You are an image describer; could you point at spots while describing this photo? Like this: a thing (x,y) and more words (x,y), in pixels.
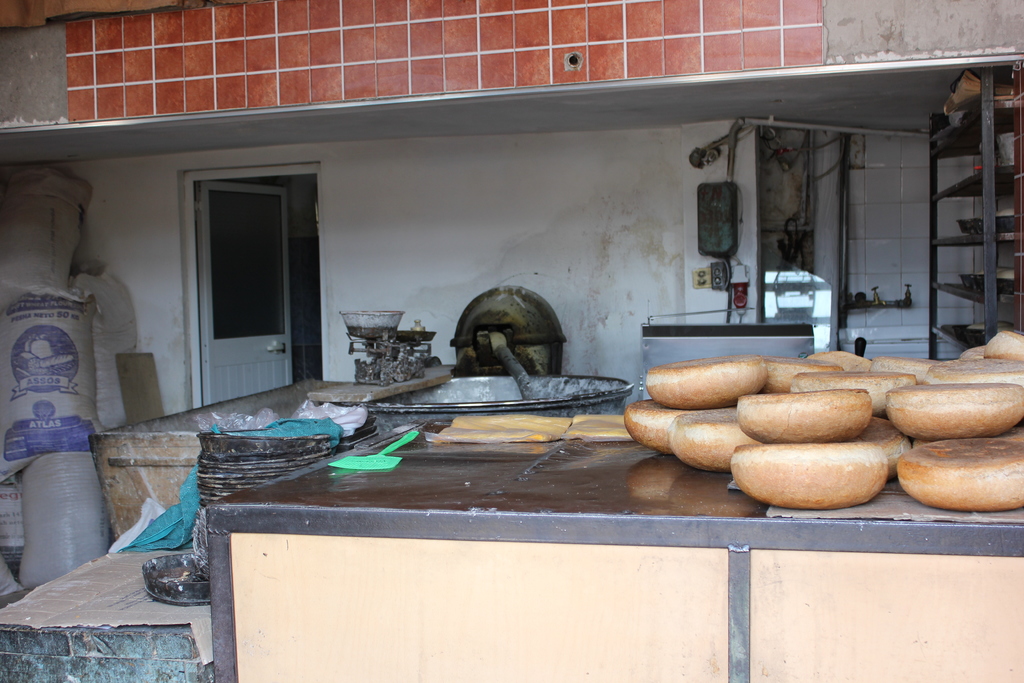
In this picture we can see buns (680,411) and other things (564,428) on the countertop (540,506), on the left side of the image (39,337) we can see bags (102,408), in the middle of the image (394,334) we can find a weighing machine (379,349), in the background (982,104) we can see racks (982,104).
